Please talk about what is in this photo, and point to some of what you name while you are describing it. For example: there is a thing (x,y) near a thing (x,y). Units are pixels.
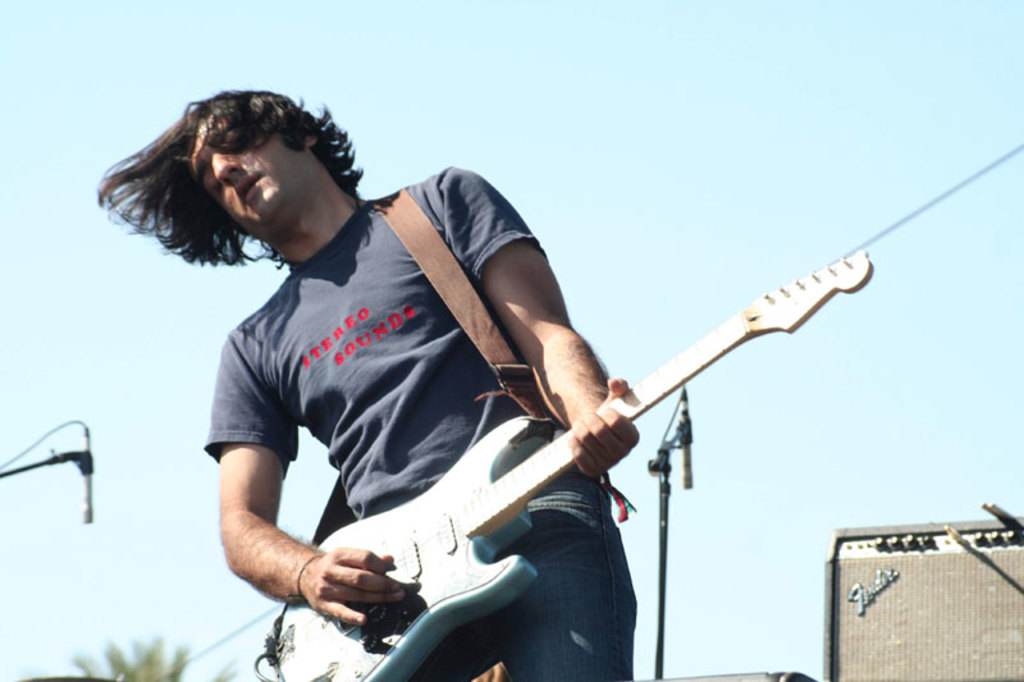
In the image there is a guy (422,453) playing guitar (525,512) beside him there are speakers (921,626) and above its sky (565,45).
